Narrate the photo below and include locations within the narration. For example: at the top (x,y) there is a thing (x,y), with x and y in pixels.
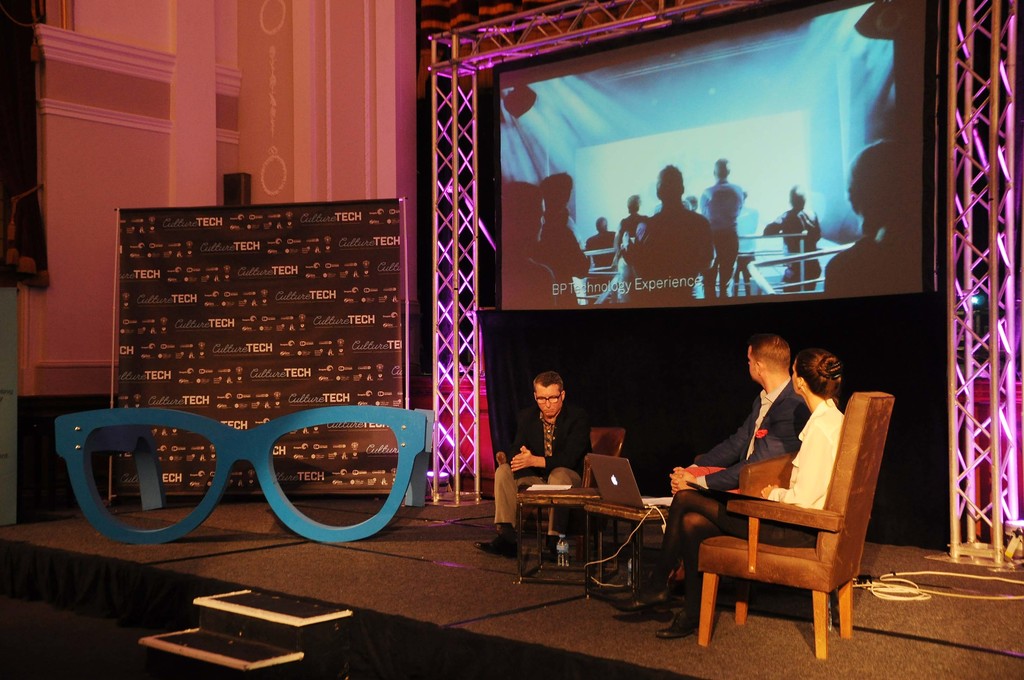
The picture is clicked on a stage (363,503), where there are three people (718,460) sitting on the chairs (608,453) and there is a table (637,507) on which apple laptop (626,493) is placed. To the left side of the image (234,438) there is a big frame (405,435) which is blue in color and in the back side of it there is a poster (248,350) named TECH, in the background (456,450) there is a steel fence (475,80) and also a LCD screen (792,295) where a video (768,209) was displayed.
